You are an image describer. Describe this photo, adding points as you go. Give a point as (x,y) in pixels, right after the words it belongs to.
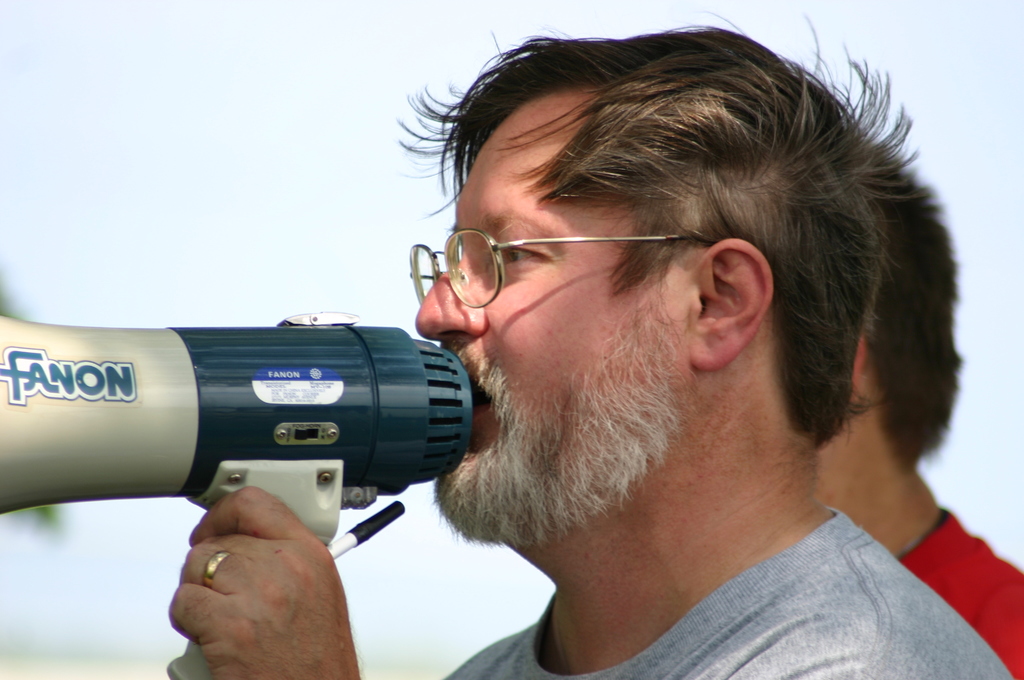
In this picture we can observe a person (689,519) wearing spectacles (498,270) and a T shirt (798,592), holding a speaker (194,381) in his hand (240,629). Behind him there is another person (931,530) wearing red color T shirt (968,566). In the background (178,165) there is a sky (179,147).
